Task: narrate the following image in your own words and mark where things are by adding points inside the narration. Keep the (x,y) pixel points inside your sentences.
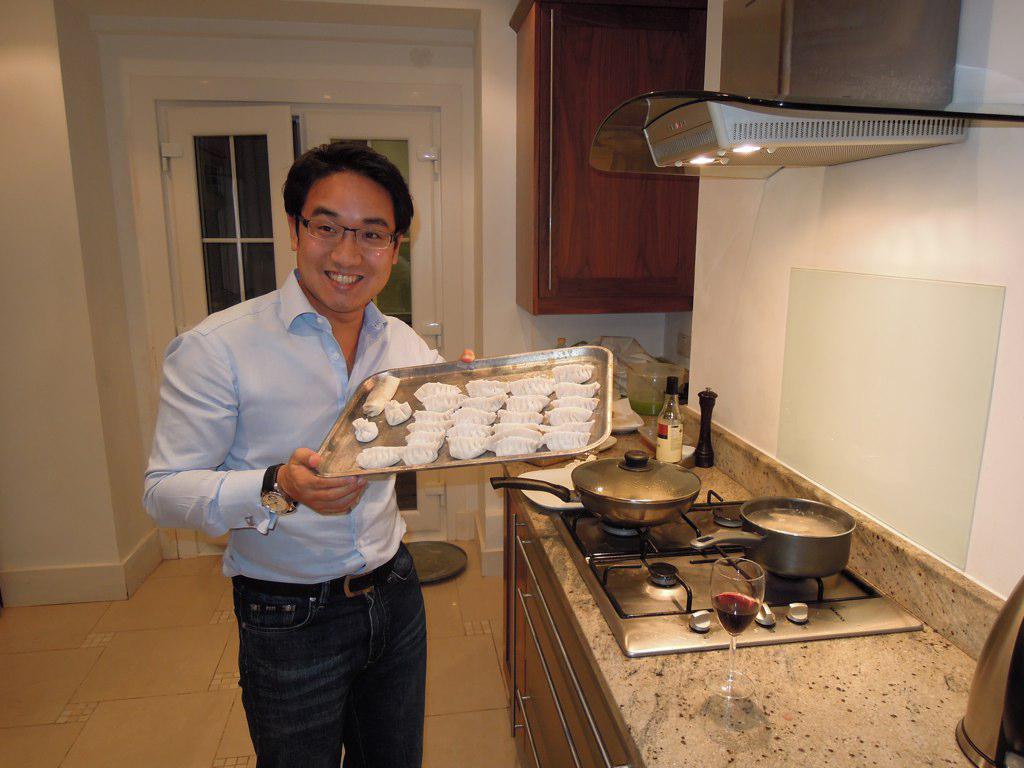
The person (233,412) wearing blue dress (252,445) is holding a plate (527,453) which has some white color eatables (500,411) in it and there is a stove (727,552) and few kitchen utensils (670,482) in front of it and there are doors (237,179) in the background (246,165).
